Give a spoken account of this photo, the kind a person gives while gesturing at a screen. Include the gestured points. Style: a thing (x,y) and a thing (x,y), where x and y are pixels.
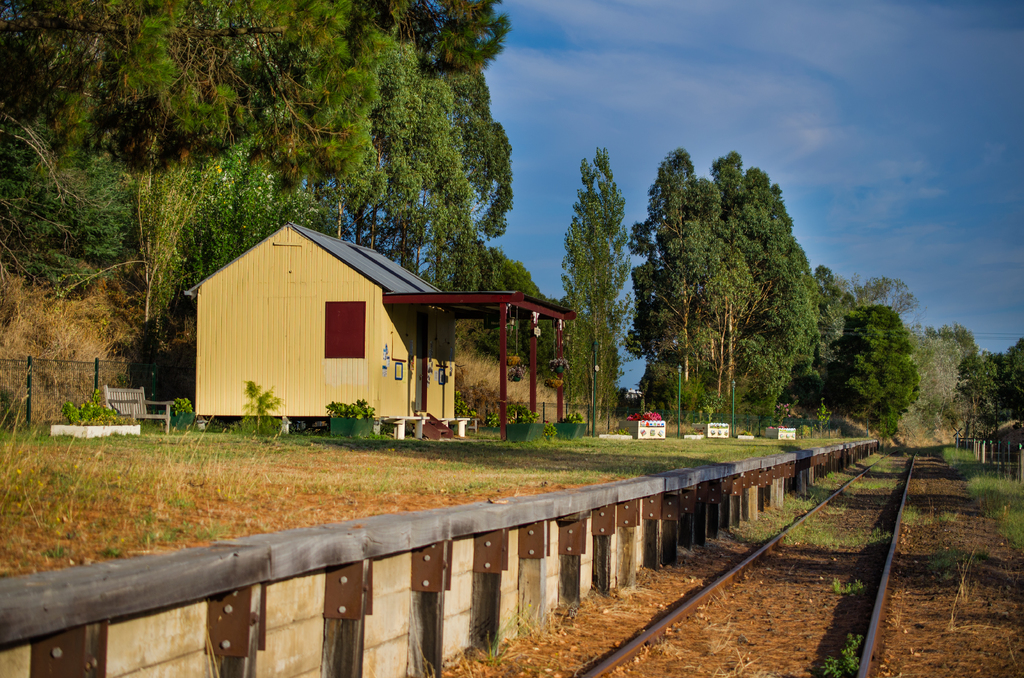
In this image I can see the wooden house (352,355), backgrounds I can see the trees (421,90) in green color, the fencing (39,385), and the sky (635,83) is in blue color and I can also see the track (710,635).
